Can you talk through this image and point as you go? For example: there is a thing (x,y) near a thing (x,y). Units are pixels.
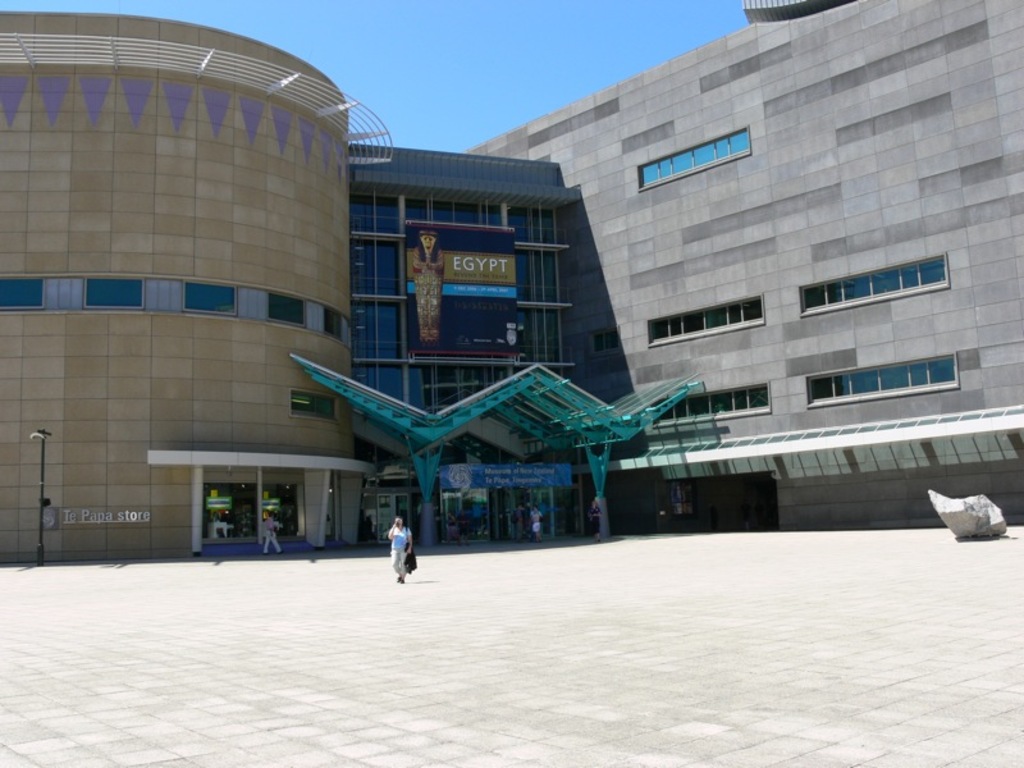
In this image there is marble flooring (653,655). There is a building (544,382). There is a board (501,285) in the middle of the building (551,302) with the text EGYPT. There is an object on the right side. There is a street light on the left side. There is a sky (538,38). There are people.
